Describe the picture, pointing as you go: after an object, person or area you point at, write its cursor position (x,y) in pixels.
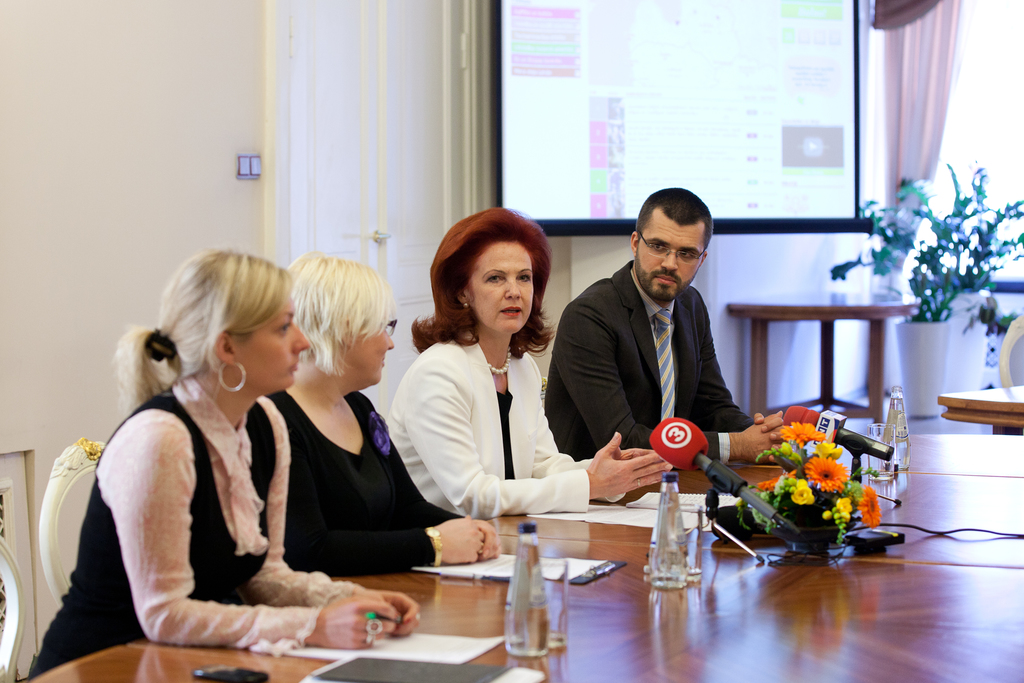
there are three women (408,450) and men (556,421) sitting on a chair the table (975,488) in front of them.
